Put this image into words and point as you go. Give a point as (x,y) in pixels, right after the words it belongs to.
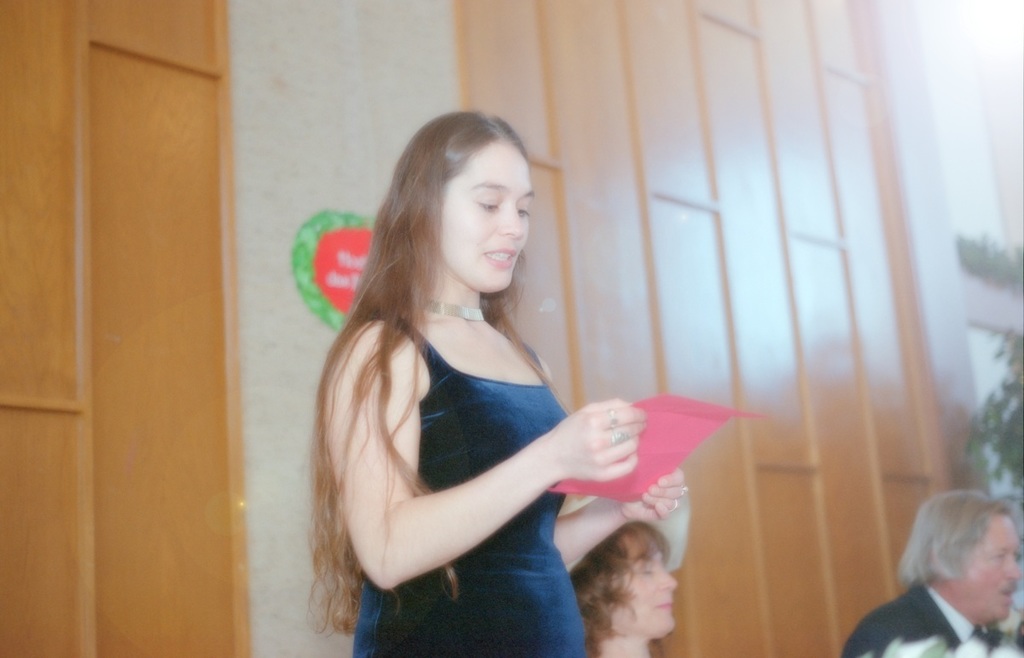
In this image there is a person (513,410) holding the paper (617,467). Beside her there are two other people (1009,575). Behind them there is a wall (477,96). On the right side of the image (1021,417) there is a plant (992,435).
